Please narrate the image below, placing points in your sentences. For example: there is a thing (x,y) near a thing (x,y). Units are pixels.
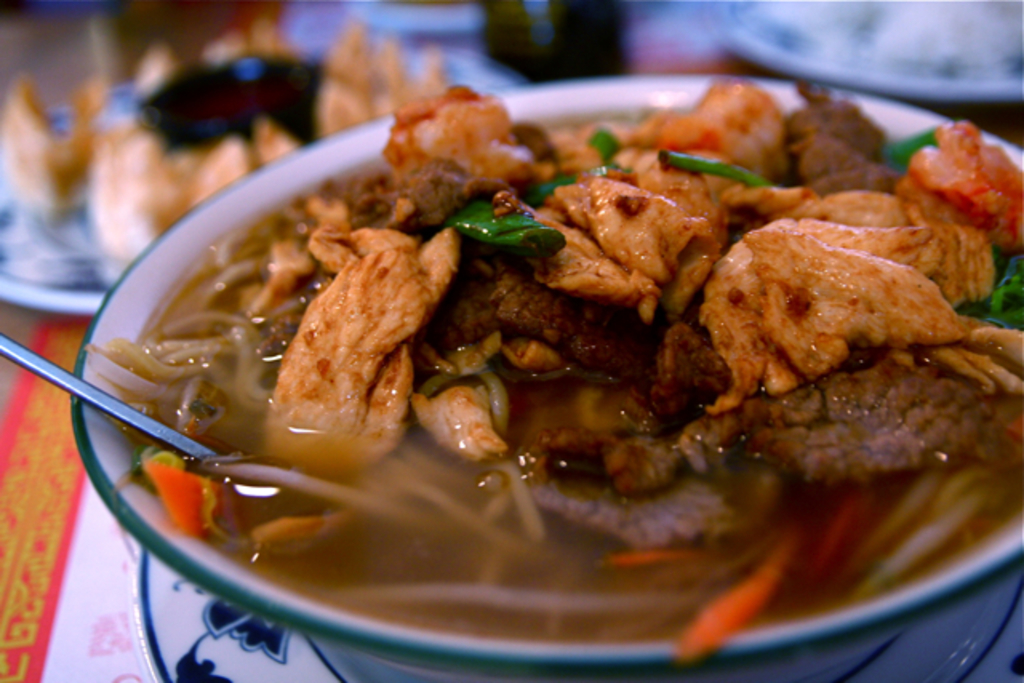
In this image I can see the food (692,425) and the food (699,398) is in brown, cream and green color. The food (268,474) is in the bowl (259,585) and the bowl (273,593) is in white color and I can see blurred background (105,117).
